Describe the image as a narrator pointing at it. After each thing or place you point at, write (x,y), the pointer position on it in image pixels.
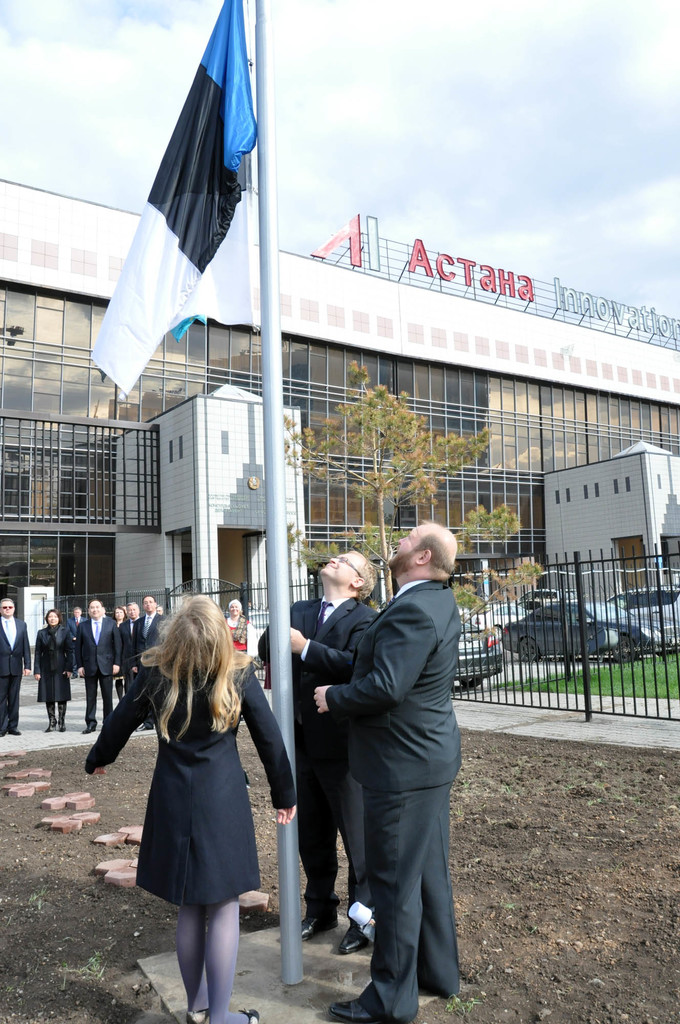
In this image we can see a pole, flag (143,310), people (364,580), fence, cars (654,608), grass (671,670), board (351,264), ground (104,899), and a building (288,337). In the background (566,101) there is sky (409,133) with clouds (566,101).
